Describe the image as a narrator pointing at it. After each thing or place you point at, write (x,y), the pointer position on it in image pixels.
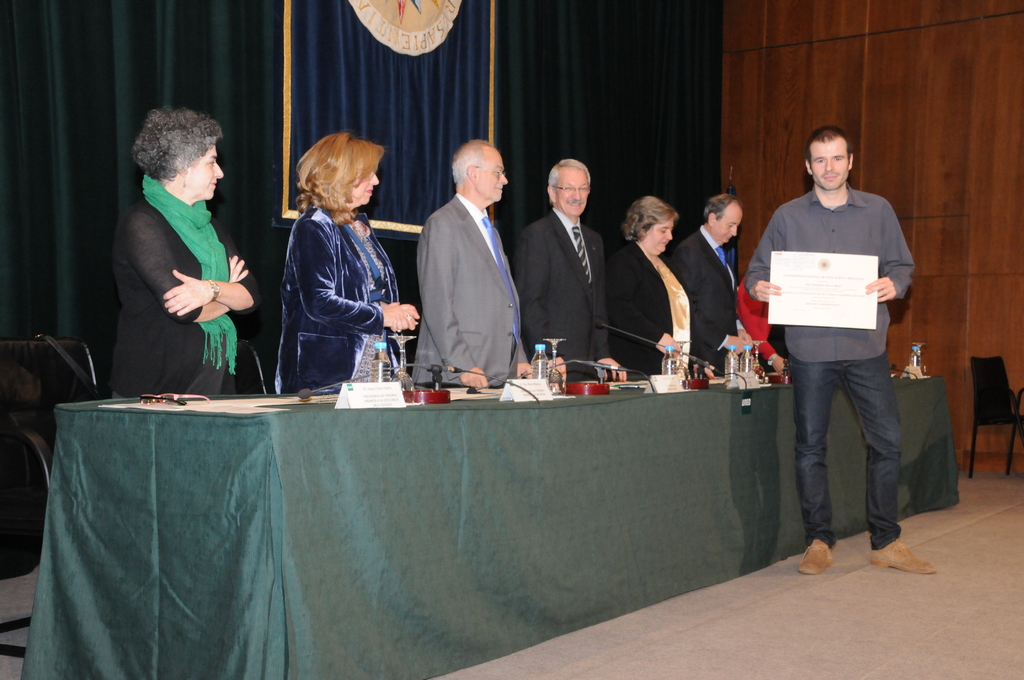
In this image we can see the people (359,235) standing. We can also see a man (844,249) standing and holding the certificate (820,299). We can see the chairs (65,390) and also the table (428,494). On the table (502,467) we can see the name boards (524,387), bottles (534,364), papers (203,407), mikes (313,389) and also some other objects (409,390). We can also see the curtain (656,120), wall (884,107) and also the floor (886,603).
